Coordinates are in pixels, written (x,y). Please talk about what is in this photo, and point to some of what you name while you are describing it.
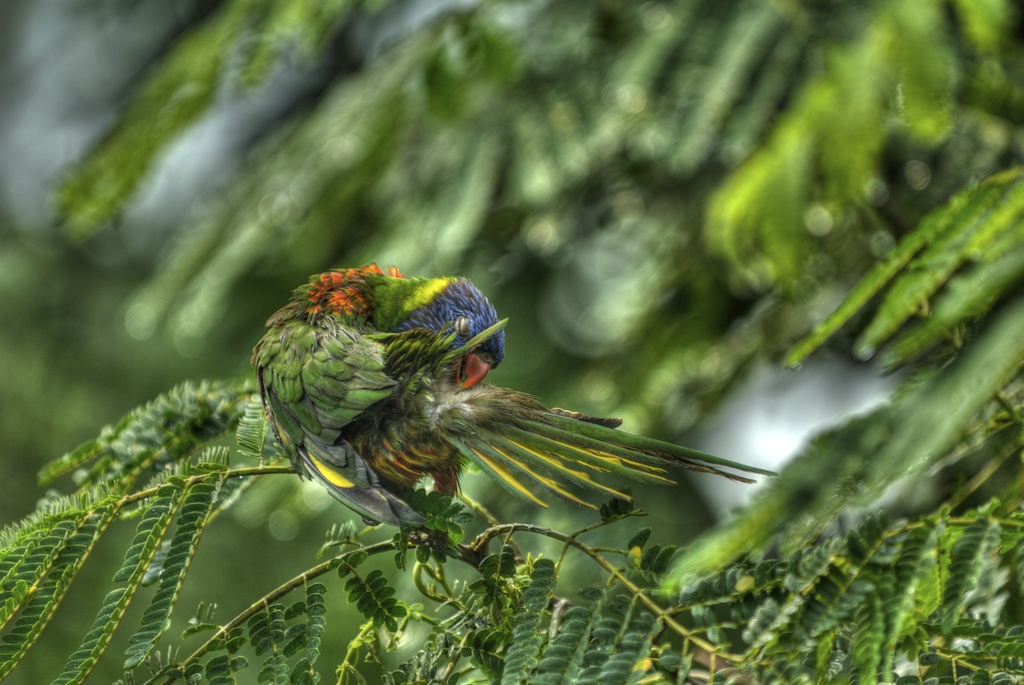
In this image, we can see a parrot (394,391). Here we can see leaves (554,679) with stems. Background (251,188) there is a blur view.
